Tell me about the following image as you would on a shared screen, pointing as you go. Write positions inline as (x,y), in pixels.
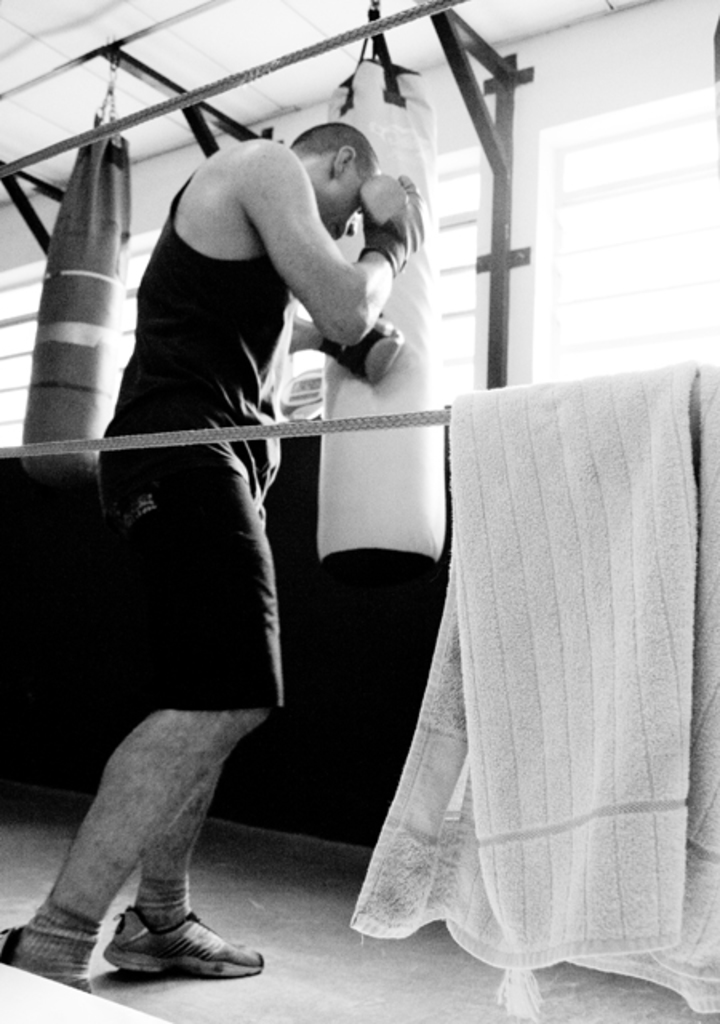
This image is taken indoors. This image is a black and white image. At the bottom of the image (253,981) there is a floor (34,834). In the background (295,799) there is a wall (534,176) and there are a few windows (571,323). There are two boxing bags (73,225) and there are a few iron bars (35,225). At the top of the image (102,28) there is a roof (90,28). In the middle of the image (269,417) a man (220,449) is standing on the floor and punching on the boxing bag (415,312). On the right side of the image (574,776) there is a towel (655,885) on the rope (239,433).
